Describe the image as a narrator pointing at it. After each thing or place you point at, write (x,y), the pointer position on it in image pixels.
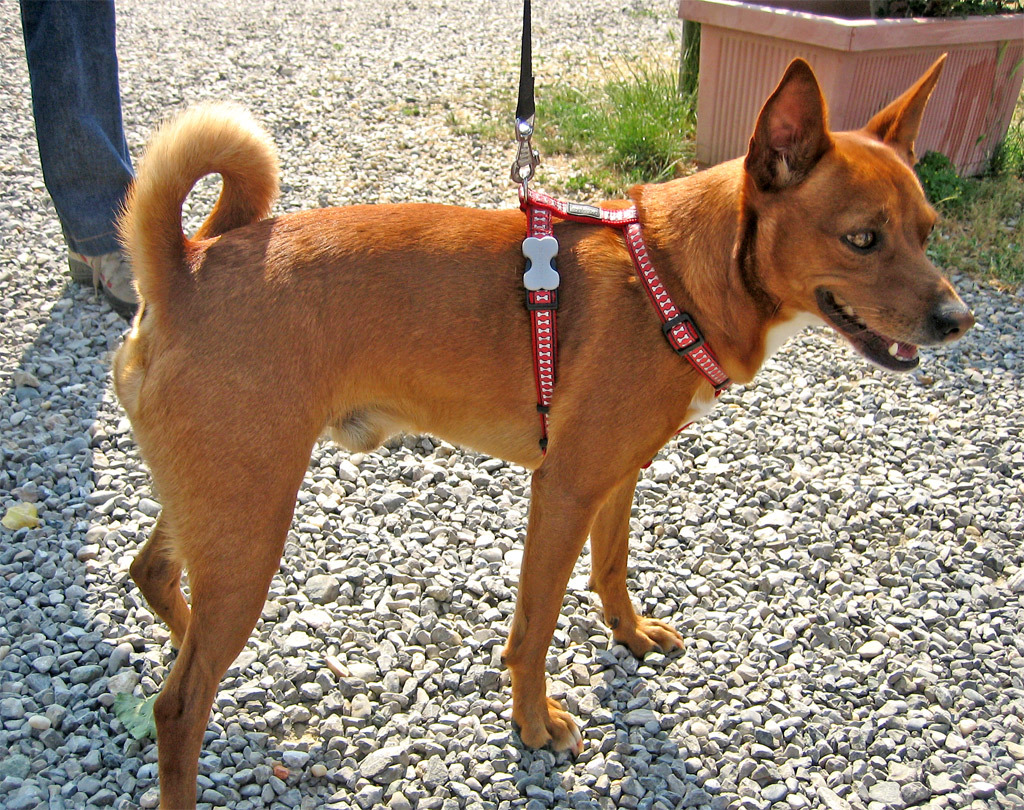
In the image there is a dog (601,381) which is in orange color. On left side (70,48) a person (90,30) is holding a dog (578,354) with a chain (524,88), on right side (983,73) we can also see a flower pot (956,42) with some plants (967,1) at bottom (799,688) there is a grass (652,147) and stones (835,577).
